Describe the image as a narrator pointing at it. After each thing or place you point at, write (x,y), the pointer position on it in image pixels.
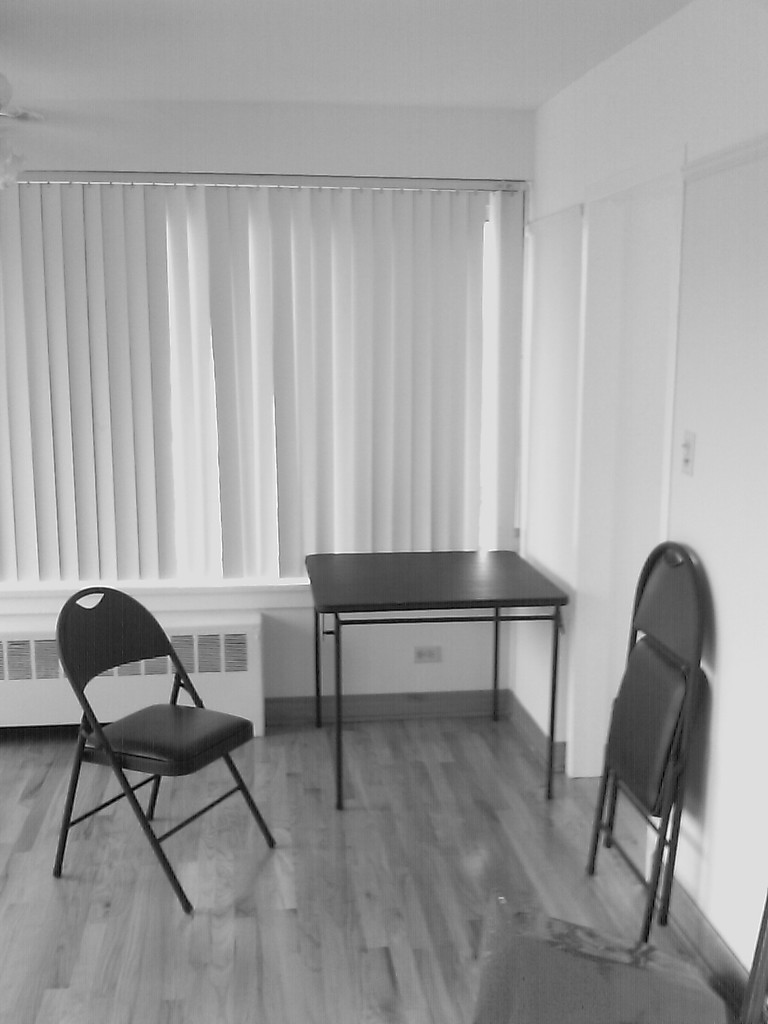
In the image we can see two chairs (614,744) and a table (409,596). This is a floor (305,885) and a window (255,500).
